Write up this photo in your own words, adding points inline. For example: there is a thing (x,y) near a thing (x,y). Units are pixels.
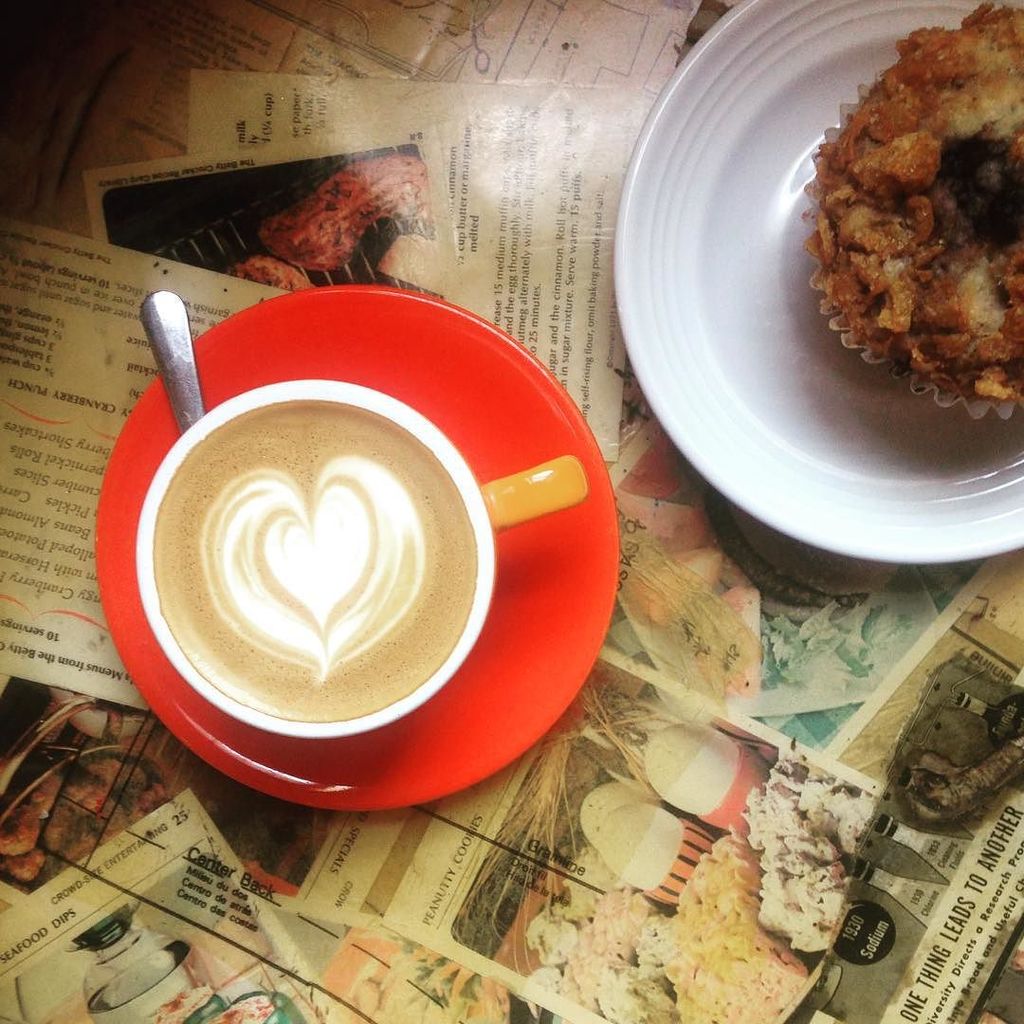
In this image I can see two plates (567,581) where one is of red colour and one is of white. In this place I can see brown colour food (905,302) and in this place I can see a white colour cup (281,534). I can also see a spoon (145,308) over here and in this cup (310,530) I can see brown and white colour drink (336,548). I can also see something is written in background (679,550) at many places.
